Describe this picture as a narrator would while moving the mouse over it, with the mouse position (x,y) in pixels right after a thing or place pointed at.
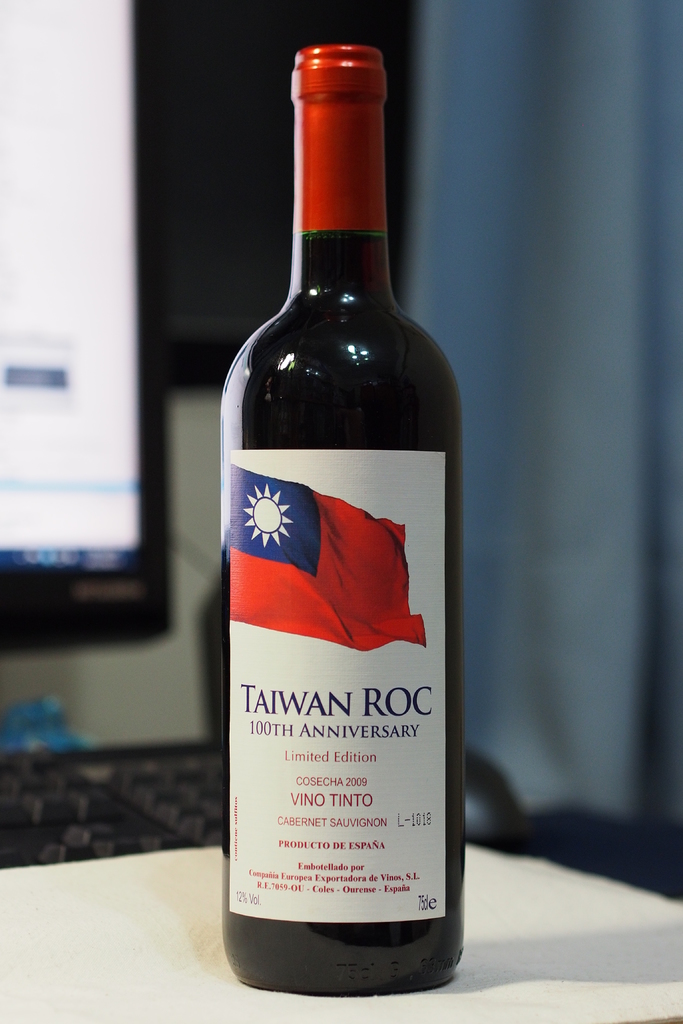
This image is taken indoors. In the background (201,506) there is a wall (190,496). At the bottom of the image (306,965) there is a table (178,899) with a wine bottle (330,537), a keyboard (205,764) and a monitor (66,334) on it.
